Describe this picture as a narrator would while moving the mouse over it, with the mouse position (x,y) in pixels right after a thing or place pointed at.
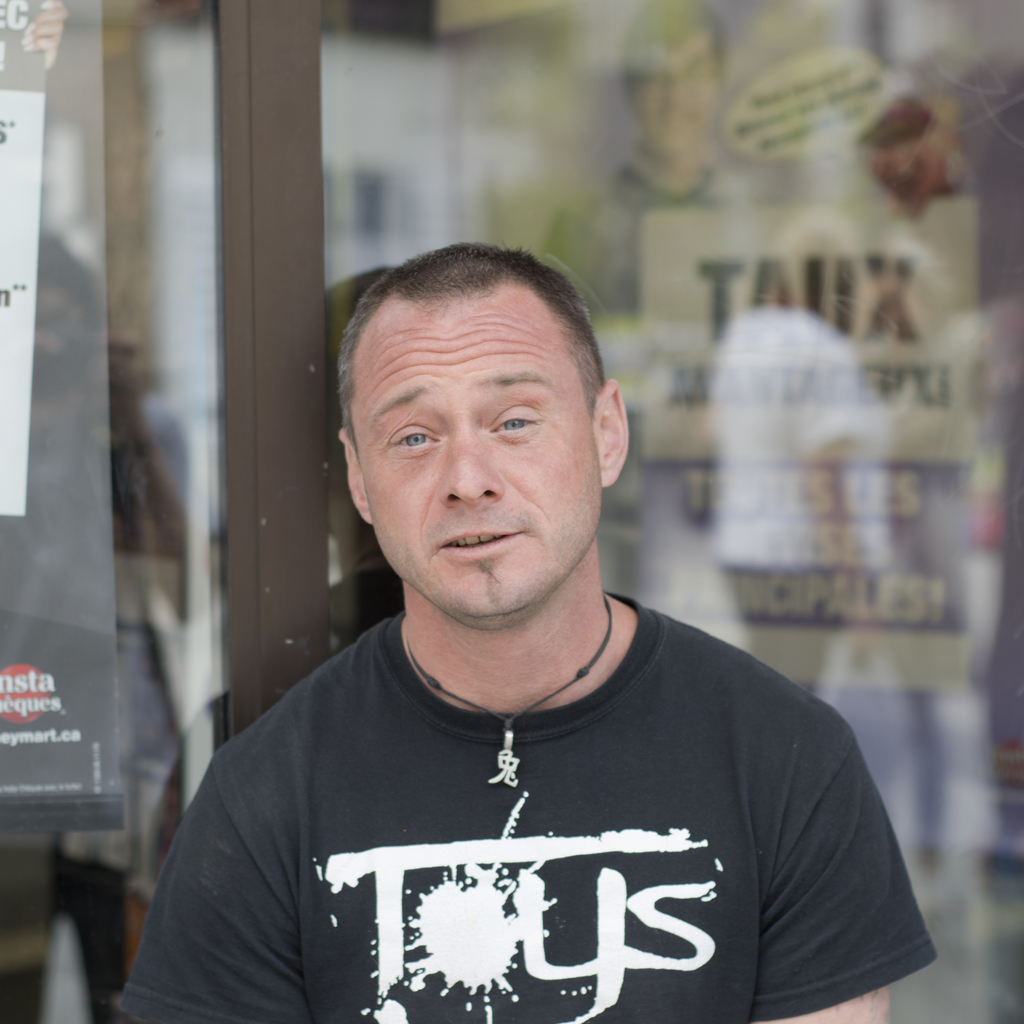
In this image we can see a person (684,946) standing in front of a glass door (201,702). In the background (70,734), we can see some posters (42,645) with some pictures (683,144) and text (877,589).
